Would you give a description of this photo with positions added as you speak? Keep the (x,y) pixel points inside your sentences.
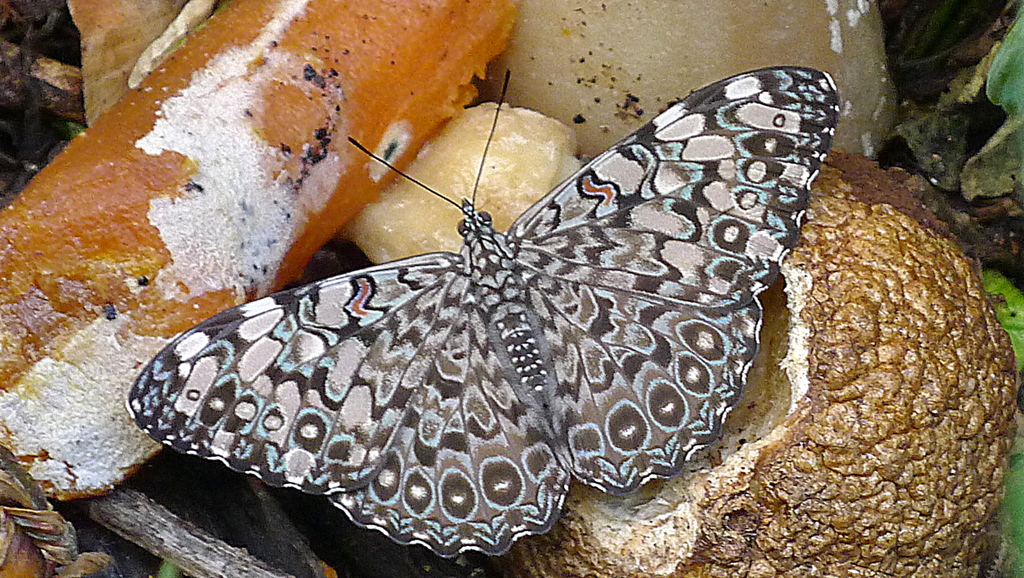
In this image we can see a butterfly (453,317) and food items (836,356).
